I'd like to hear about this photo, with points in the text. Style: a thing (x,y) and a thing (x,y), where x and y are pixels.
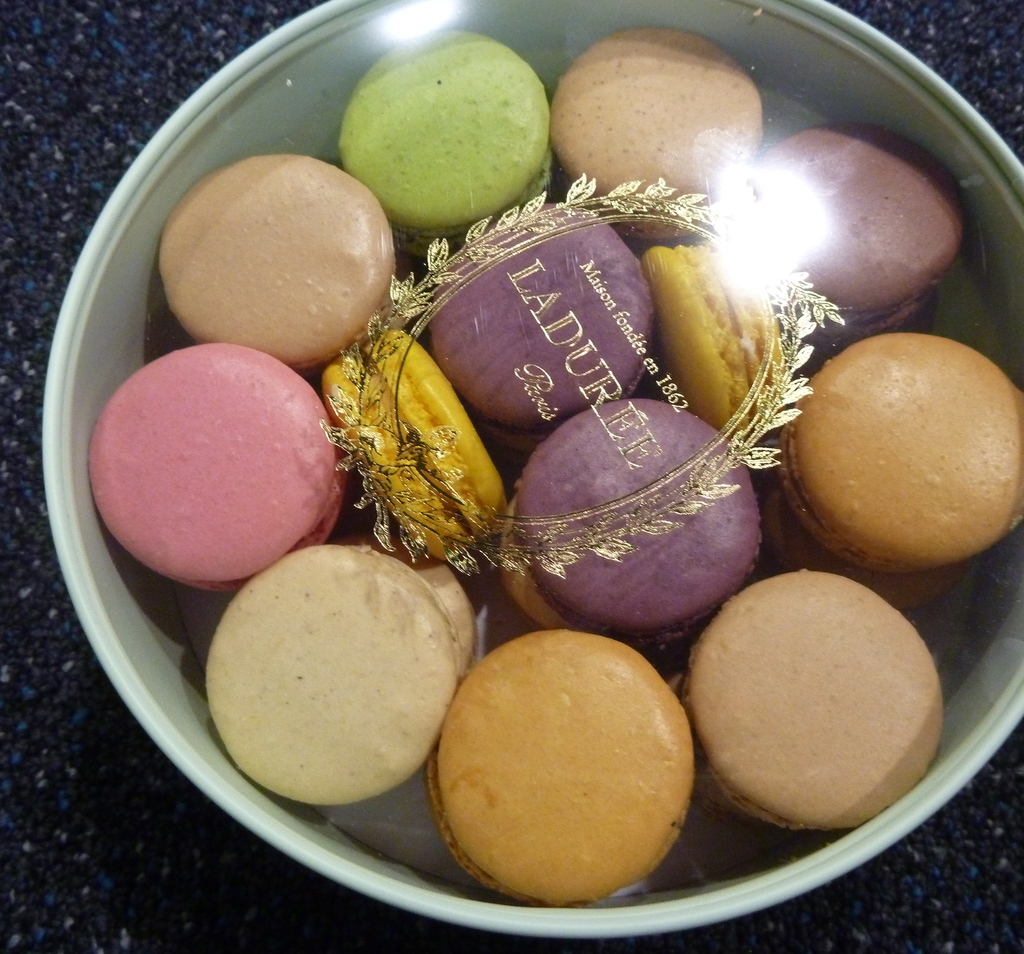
In this image, we can see macarons (571,618) in the container (1012,216). This box (997,209) is covered with glass object (339,516). On the glass object (467,502), we can see some design (420,287) and text (674,395). Here we can see surface (200,879).
